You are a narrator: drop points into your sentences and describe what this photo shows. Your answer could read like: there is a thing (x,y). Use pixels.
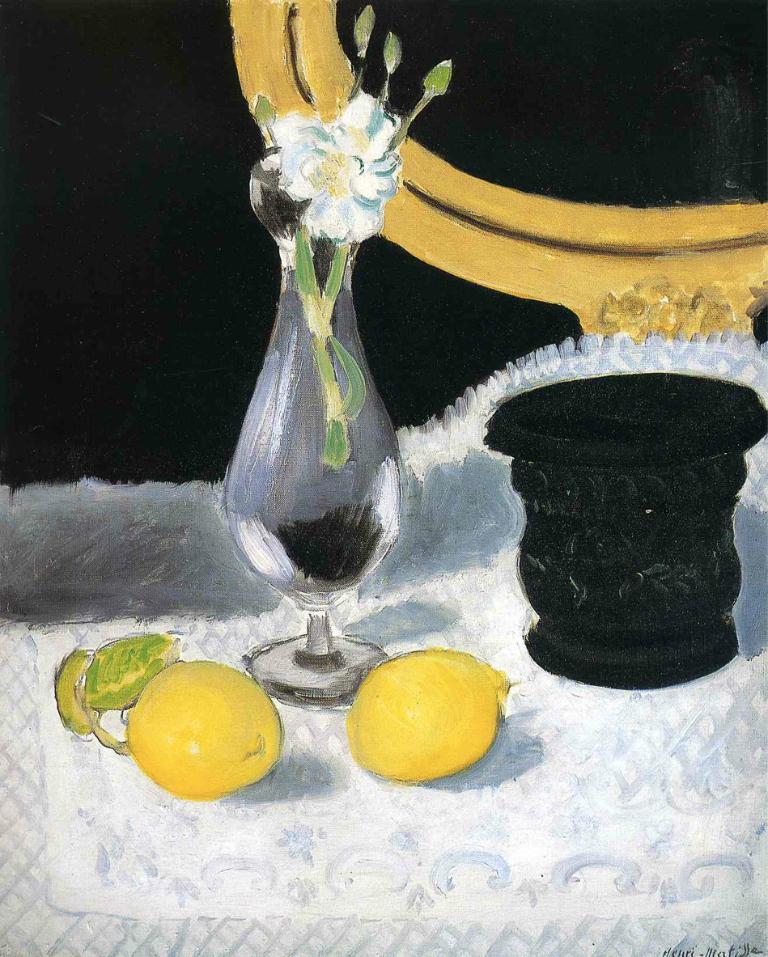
In this image, we can see the painting (245,739). We can see a white colored object (507,475) with a few fruits (373,687), a flower pot (356,550) and an object (629,448). We can also see the background (439,394) and an object (461,201) on the top (591,236) and on the right (650,228).
